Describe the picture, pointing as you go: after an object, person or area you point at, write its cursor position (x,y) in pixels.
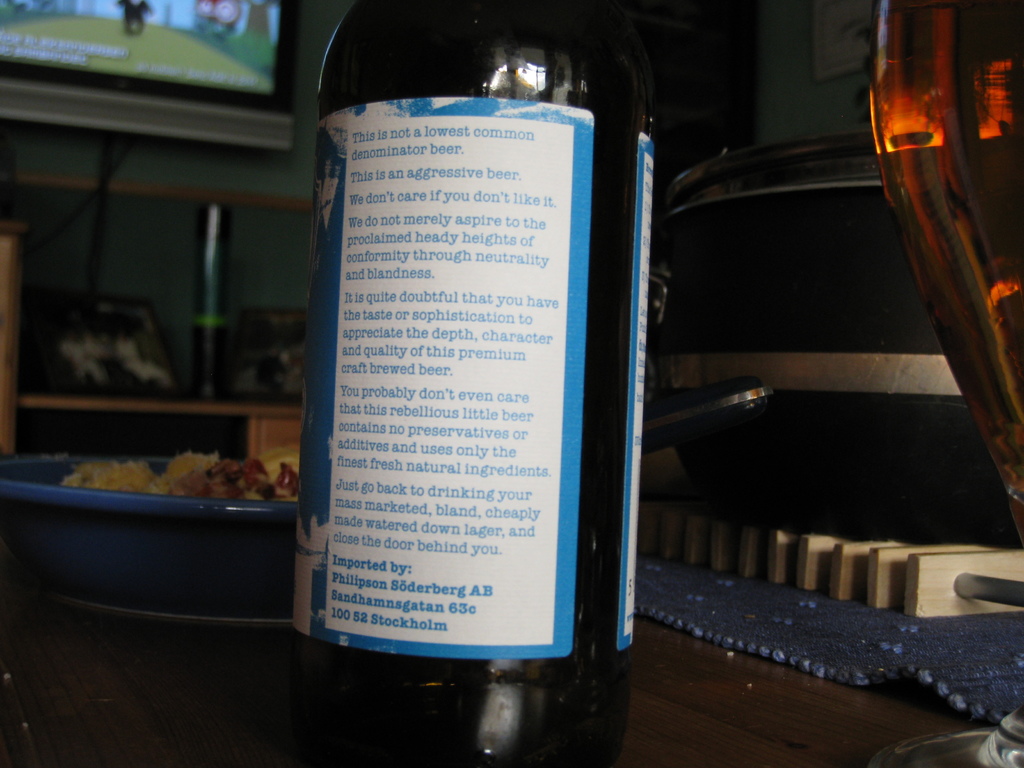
In front of the picture, we see a glass bottle (489,164) in black color. We see a sticker (491,378) or a poster (479,261) is pasted on the bottle (440,443). We see some text (388,439) written on it. At the bottom (776,737), we see a table (802,724) on which a mat (770,621), an object (757,341) in black color, glass bottle (484,366) and a blue tray (171,555) containing the food items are placed. Behind that, we see a rack (187,436) in which photo frames (117,376) are placed. In the background (302,147), we see a wall (256,166) on which a television (231,64) is placed. In the right top (808,65), we see a wall (801,77) on which a photo frame (861,51) is placed.
